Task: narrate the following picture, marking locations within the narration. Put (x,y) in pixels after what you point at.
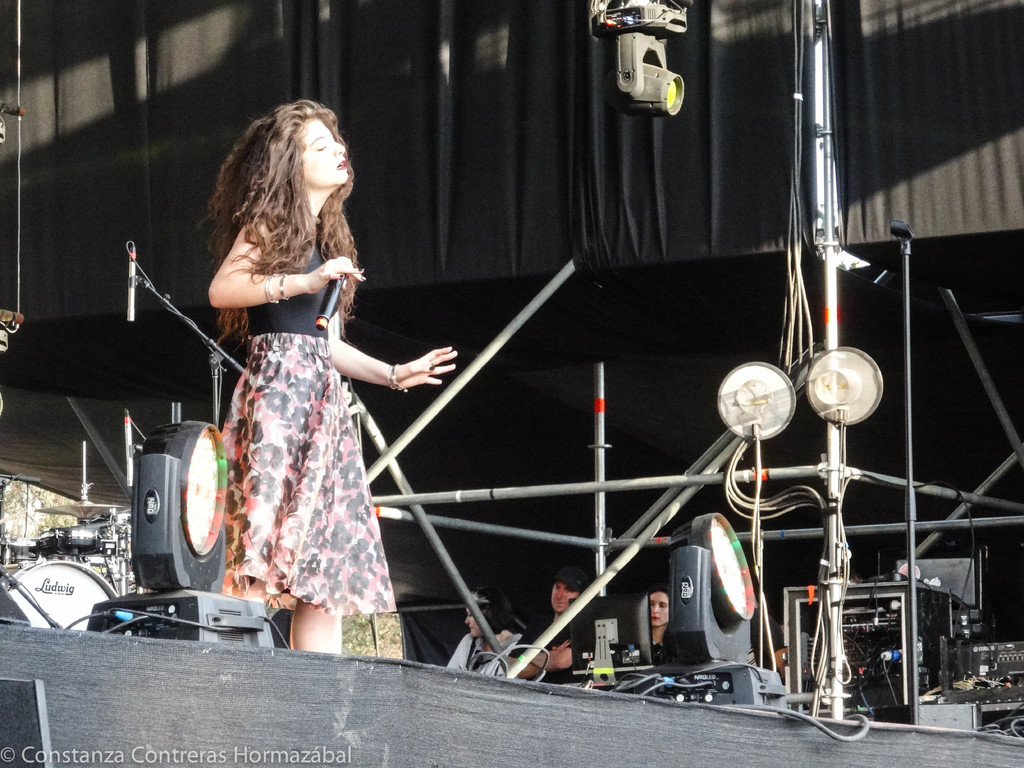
This picture describes about group of people (358,545), on the left side of the image (272,344) we can see a woman (272,344), she is holding a microphone (339,278), in front of her we can find few lights (702,602), metal rods (915,570) and musical instruments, in the background (19,503) we can see trees (53,496), at the left bottom of the image (269,763) we can see some text (95,755).
